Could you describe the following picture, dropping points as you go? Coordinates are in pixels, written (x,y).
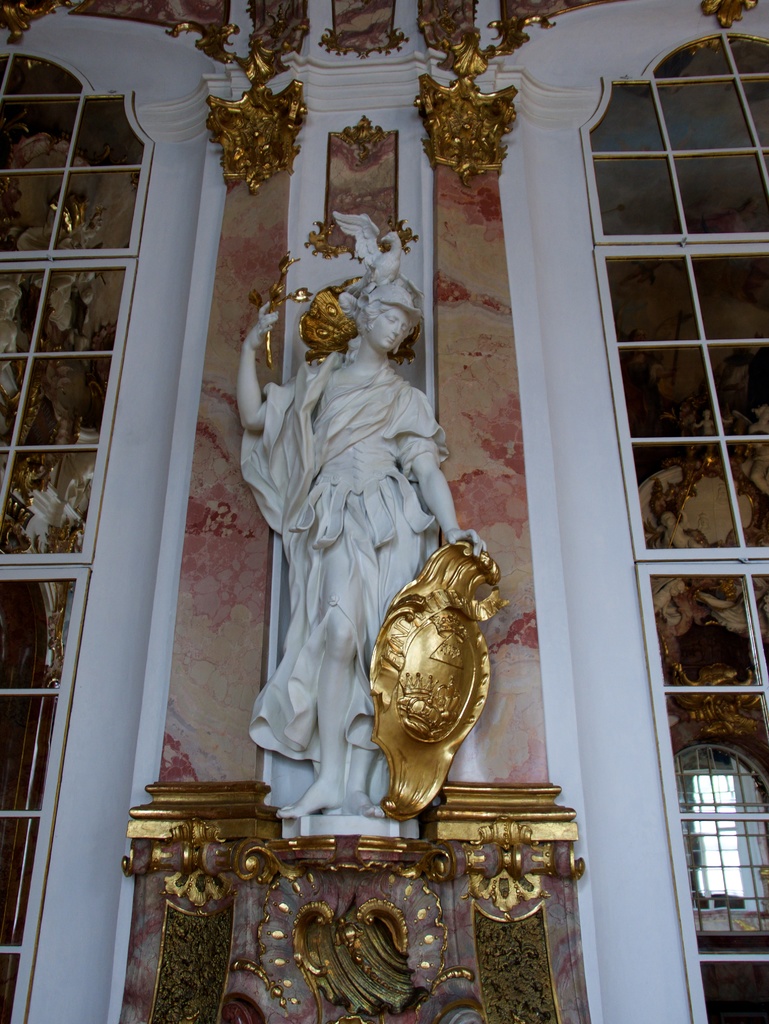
In this image I can see a building (406,256) and a sculpture (386,261) attached to the building (21,638).
